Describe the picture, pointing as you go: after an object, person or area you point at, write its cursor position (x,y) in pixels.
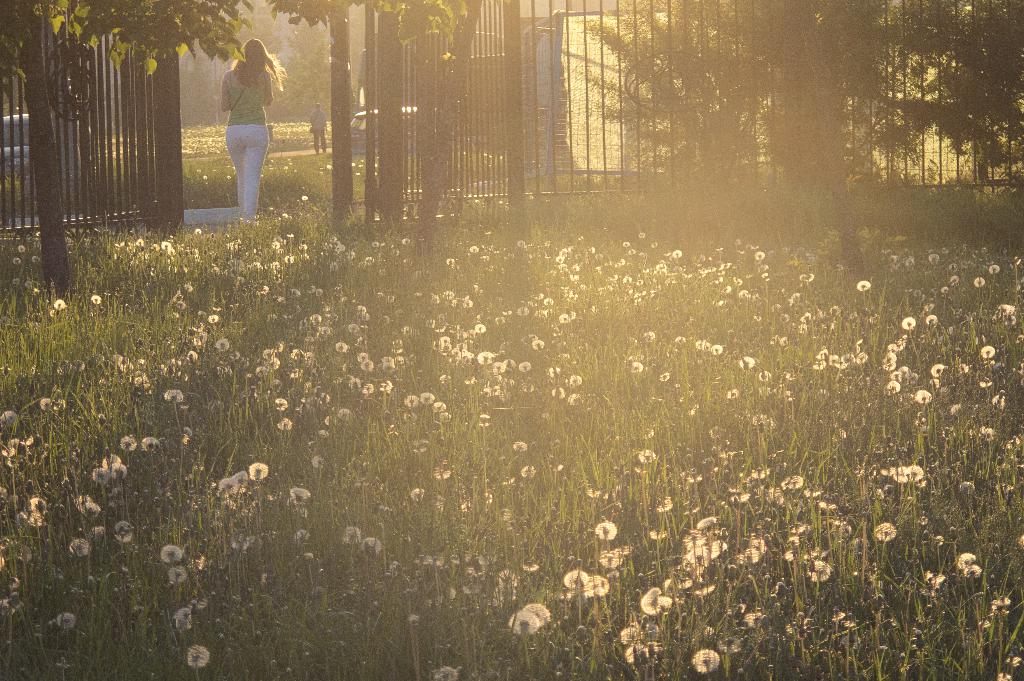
There are some plants (519,436) with flowers (597,491) at the bottom of this image (606,498). there are two persons (256,132) standing at the top left side of this image (245,143). There are some trees (658,154) and a fencing (585,71) at the top of this image (460,39).
